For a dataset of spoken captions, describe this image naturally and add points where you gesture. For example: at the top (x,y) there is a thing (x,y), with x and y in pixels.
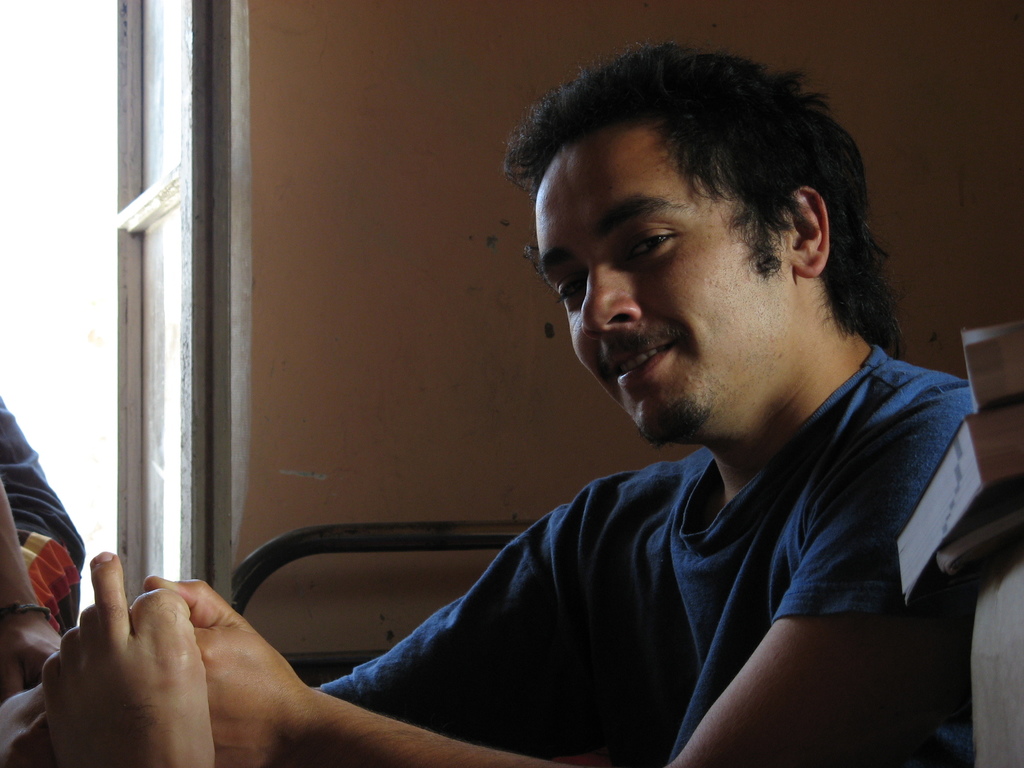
In this picture there is a man (906,516) who is wearing t-shirt (881,434). He is sitting on the bed (384,614). On the left (8,531) we can see another person (6,659) who is sitting near to the window (148,349). Here we can see books (935,489) on the table (1012,672).
